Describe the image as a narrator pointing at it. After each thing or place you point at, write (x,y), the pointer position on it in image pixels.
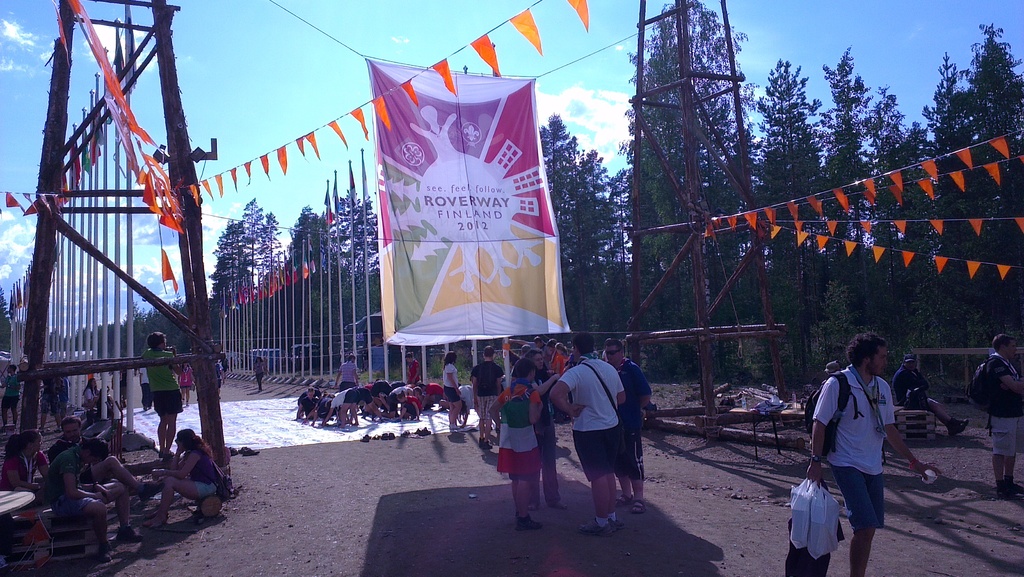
In the picture we can see some people (517,451) are standing on the surface (759,467) and beside them, we can see some people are sitting and in the background (676,256), we can see some poles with flags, trees (588,320) and the sky (32,168) with clouds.
